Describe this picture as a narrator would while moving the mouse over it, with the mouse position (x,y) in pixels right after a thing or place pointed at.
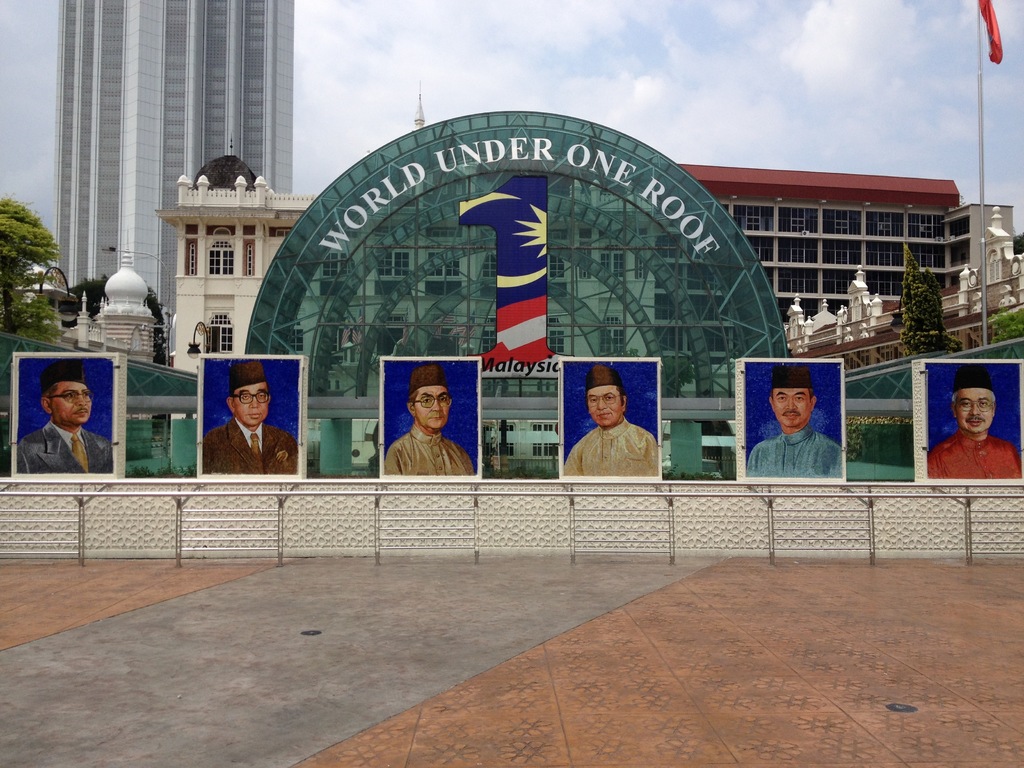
In the front of the image (332,624) we can see ground (455,577). Above the road (966,601) there are pictures (28,405) of people (813,429). In the background (895,409) there is a board (519,321), arches (553,346), buildings (221,241), trees (16,264), light poles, flag (996,19), cloudy sky (657,59) and things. Something is written on the arch (411,150).
